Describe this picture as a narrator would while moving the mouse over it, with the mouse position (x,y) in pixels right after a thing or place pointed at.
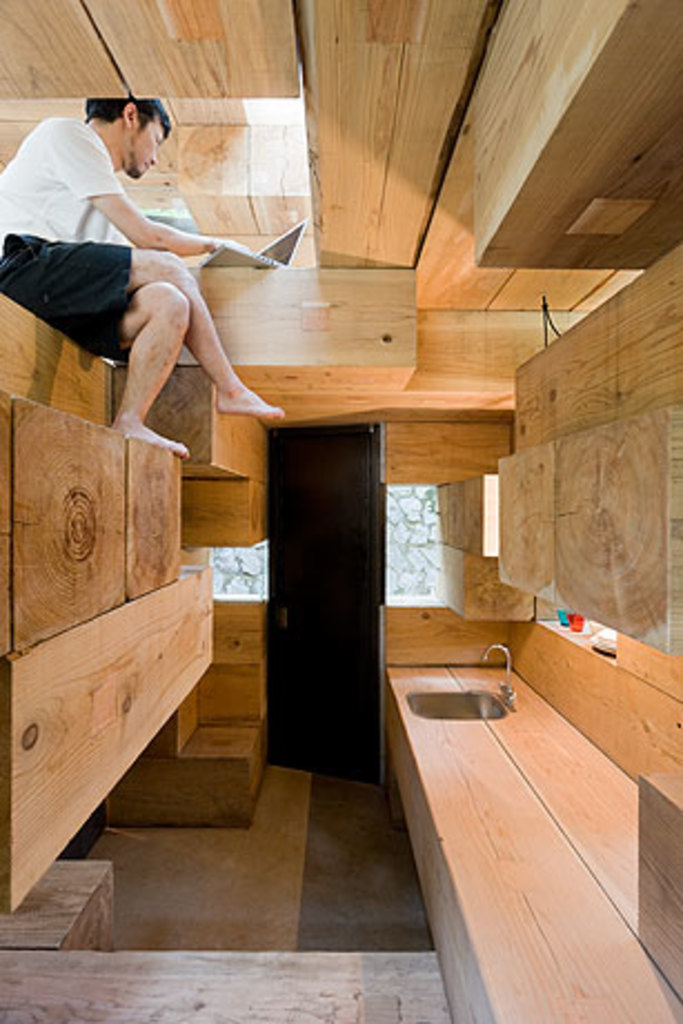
In this picture we can see a man (3,278), laptop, floor (285,832), door (318,704), sink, tap (511,699) and wooden objects (458,515).
